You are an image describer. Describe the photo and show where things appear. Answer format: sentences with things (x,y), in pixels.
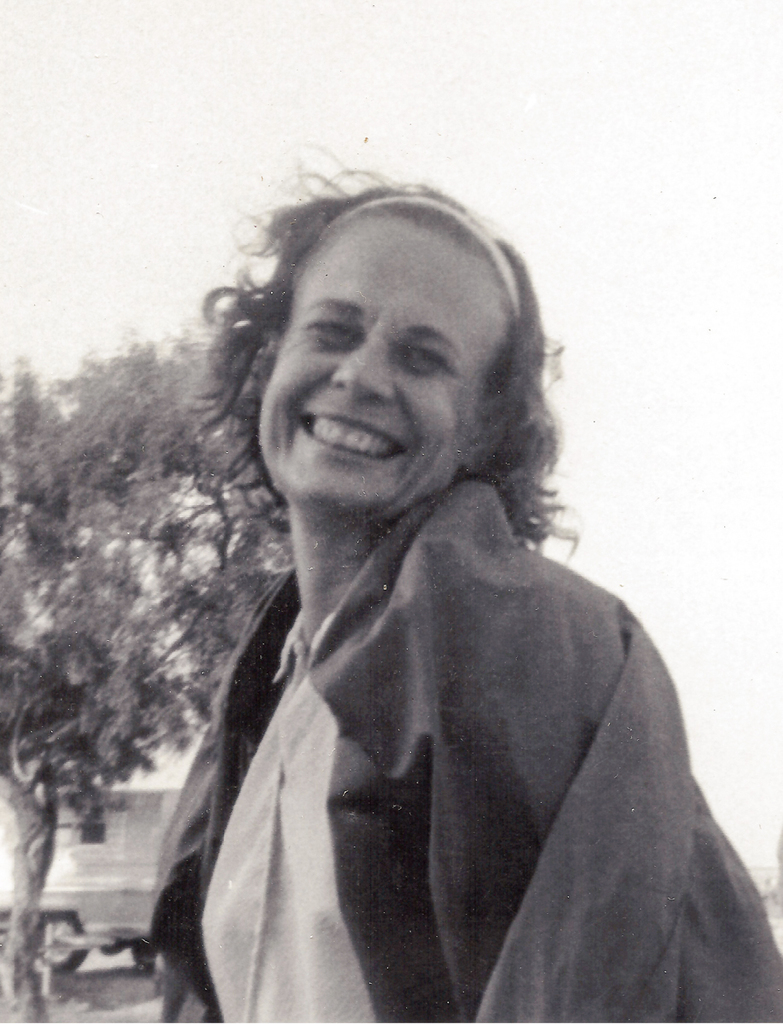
This is a black and white image. In the center of the image (274,371) there is a lady (167,978) wearing a jacket (479,487). In the background of the image (95,750) there is a tree (40,701).
